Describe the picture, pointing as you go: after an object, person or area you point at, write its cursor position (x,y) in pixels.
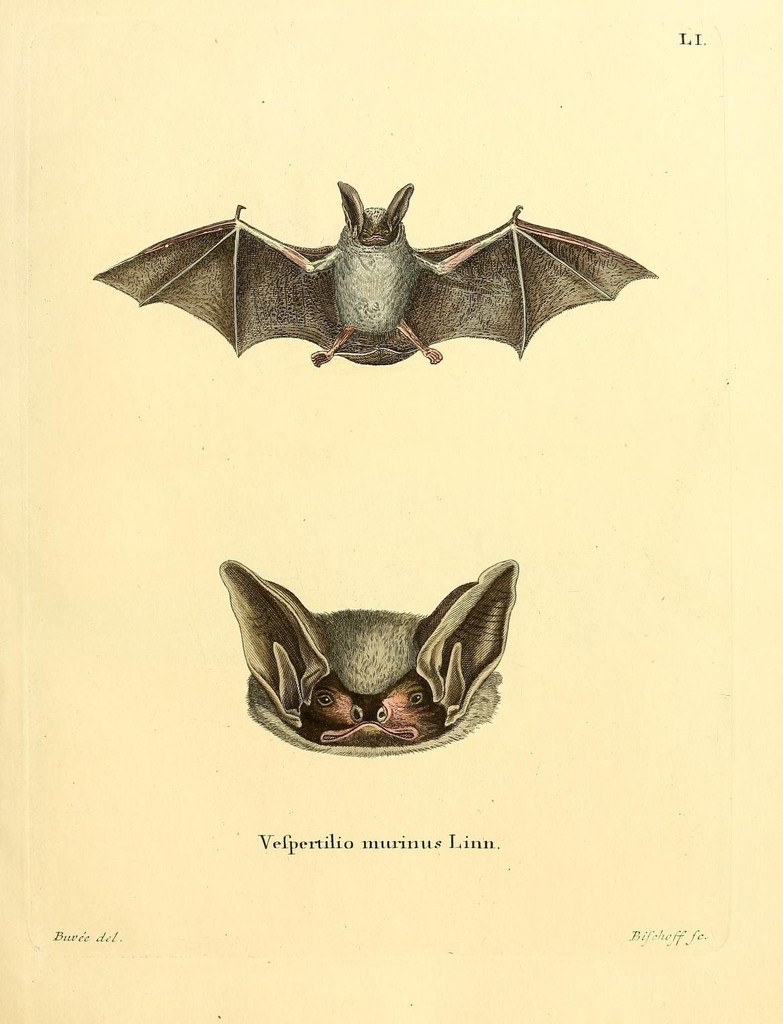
In this image there is a picture of two bats (362,720).
